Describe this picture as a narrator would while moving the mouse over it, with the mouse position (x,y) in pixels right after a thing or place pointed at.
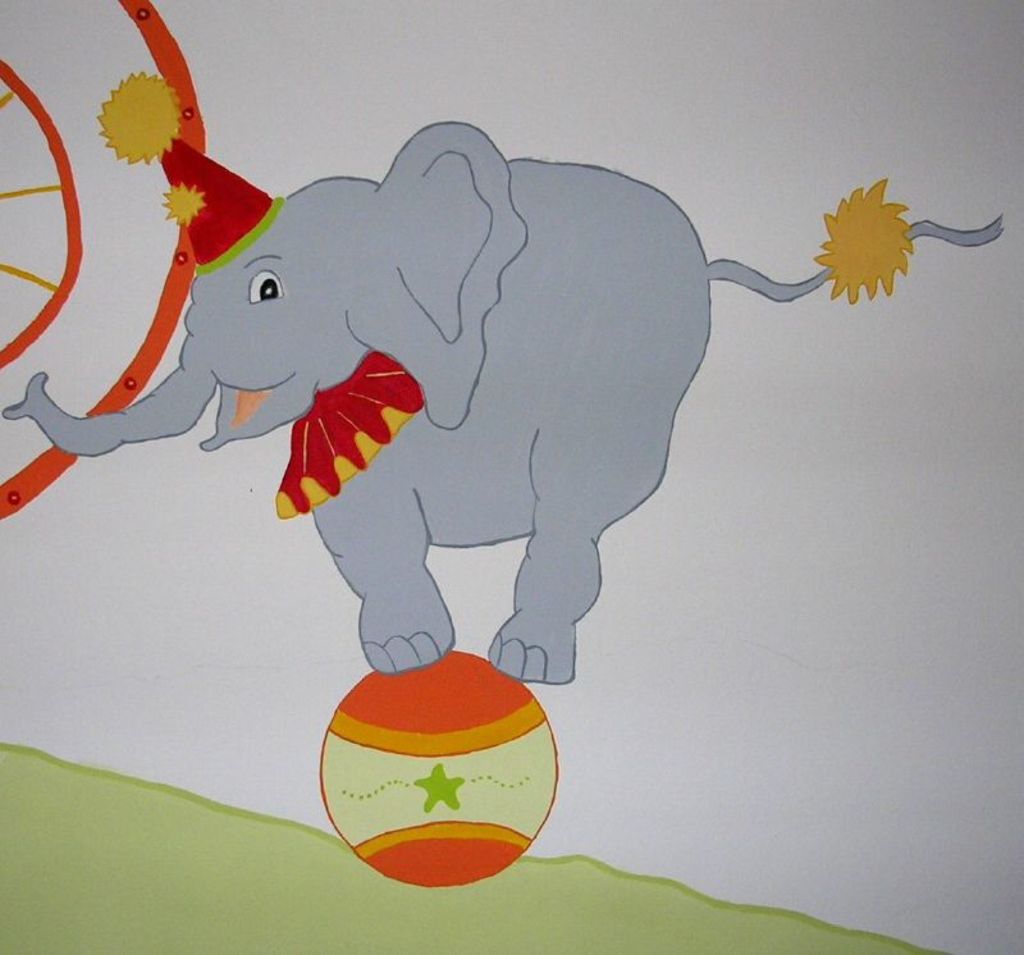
The picture consists of a painting (337,237). In the center of the picture (357,457) there is an elephant (492,402) on a ball (378,718). On the left (65,147) there is a round object (154,26).
